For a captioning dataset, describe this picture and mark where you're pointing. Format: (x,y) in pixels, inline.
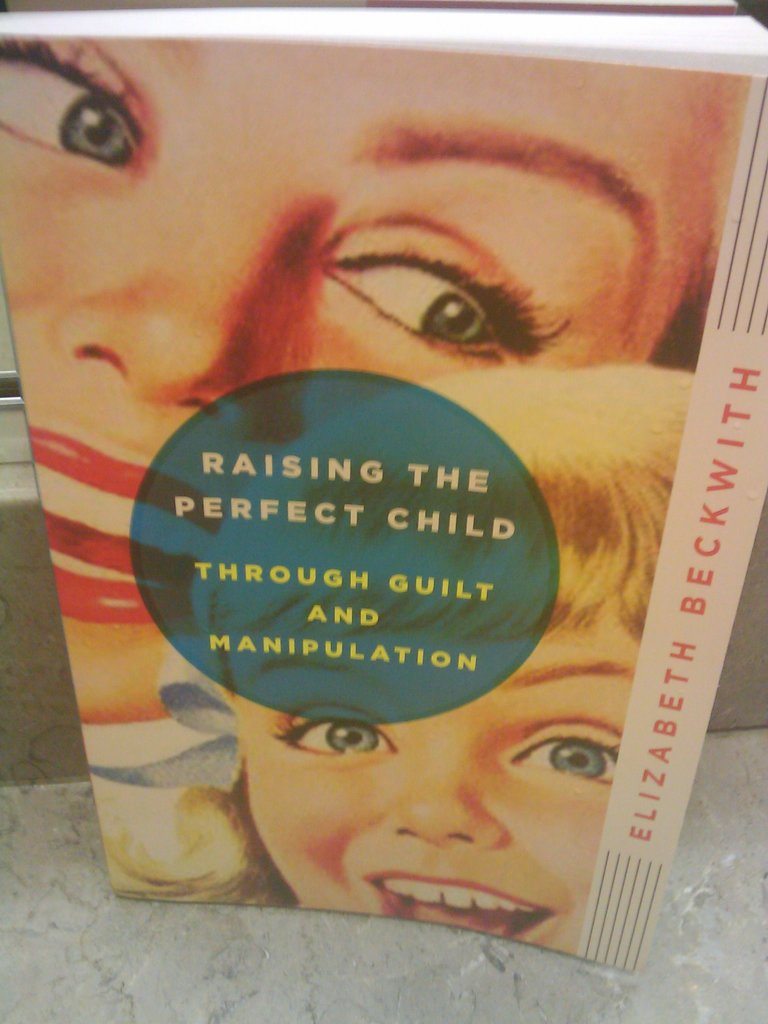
In this image we can see a book (406,595) on the floor (13,808). The cover page (372,407) is printed with two people (436,832) and some text (334,583) on it.
